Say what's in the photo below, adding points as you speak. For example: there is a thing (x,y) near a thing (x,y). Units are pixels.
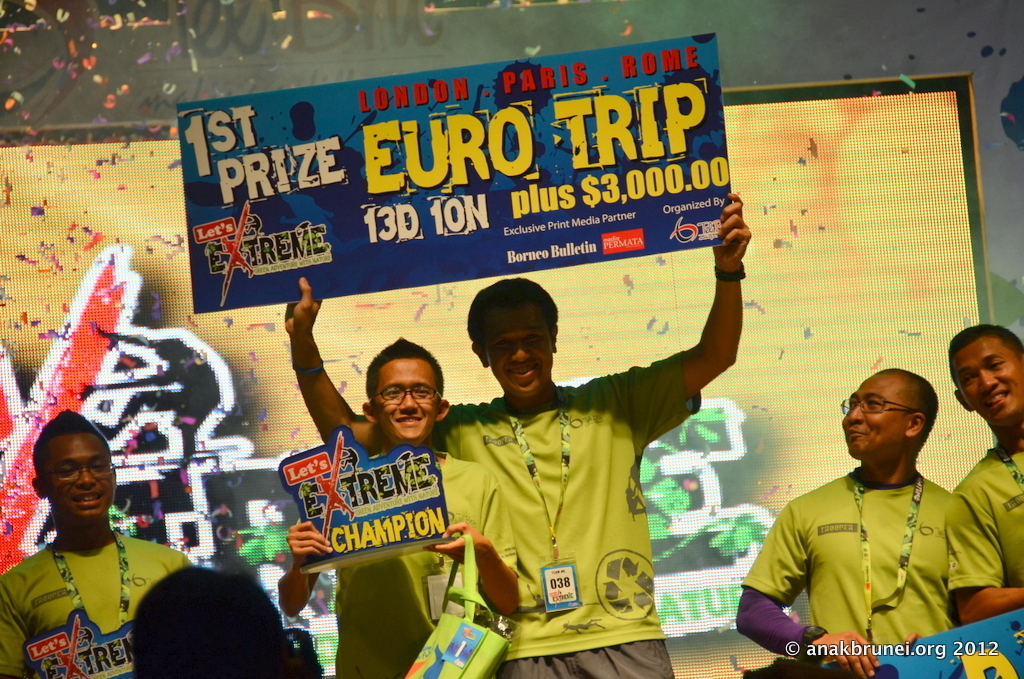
In the image there are few men (473,505) standing and they are wearing green t-shirts (581,473). Those people (557,541) are holding boards (363,519) in their hands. Behind them there is a screen (152,170).
